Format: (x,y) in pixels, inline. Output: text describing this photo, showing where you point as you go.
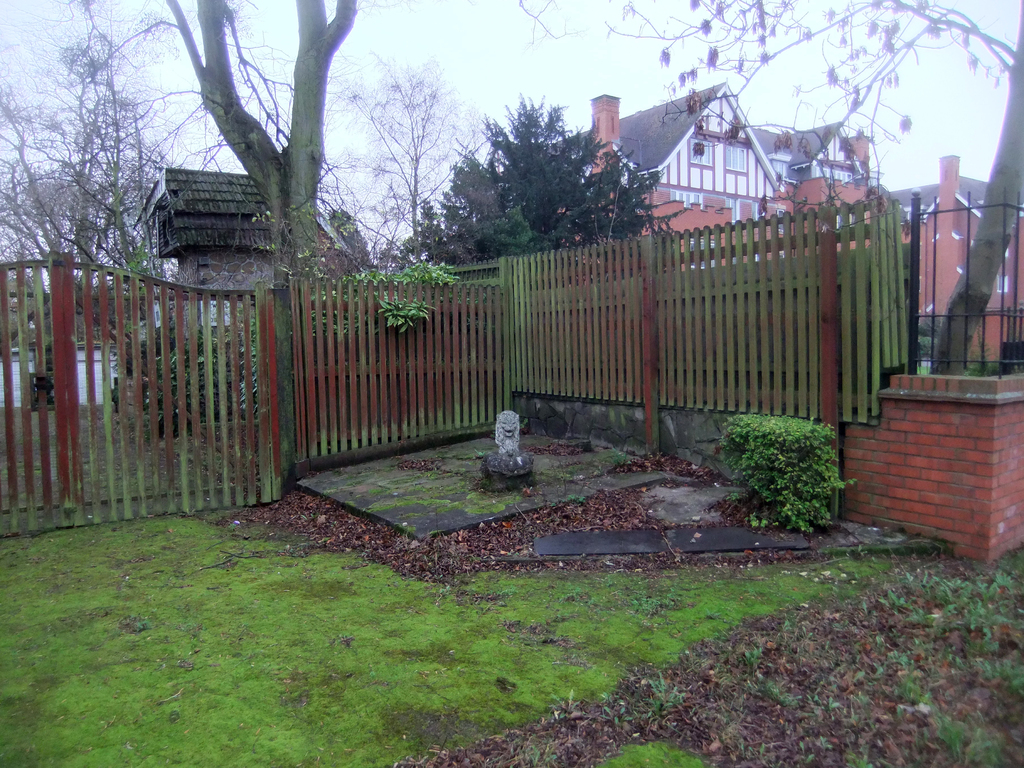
To the bottom of the image (552,591) there is grass (487,581) on the ground (392,464). And also there is a wooden fencing (287,363). To the right corner of the image (948,391) there is a pillar (971,471) with brick wall (971,471) and a fencing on it. Behind the fencing (887,279) there are trees (950,326) and houses (708,153) with roofs (675,137), walls (705,168) and windows (699,194). And in the background (405,67) to the top of the image (410,40) there is a sky (959,82).
